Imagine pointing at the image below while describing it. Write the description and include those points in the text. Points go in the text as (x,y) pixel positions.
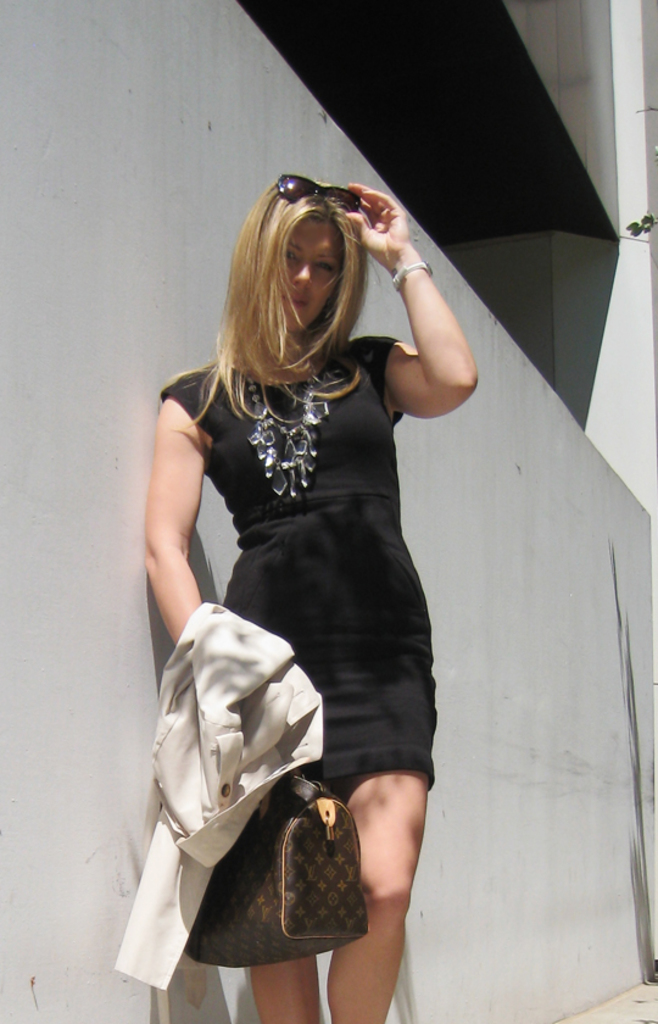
In this image, there is a lady (269,232) standing in front of the wall (172,138), which is grey in color, whose is wearing a goggle (329,200) on her head (303,251) and a black color dress (370,585) and holding a brown and yellow color bag (341,901) in her hand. In the background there is a building (640,99) of grey on color. This image is taken outside during sunny day.
